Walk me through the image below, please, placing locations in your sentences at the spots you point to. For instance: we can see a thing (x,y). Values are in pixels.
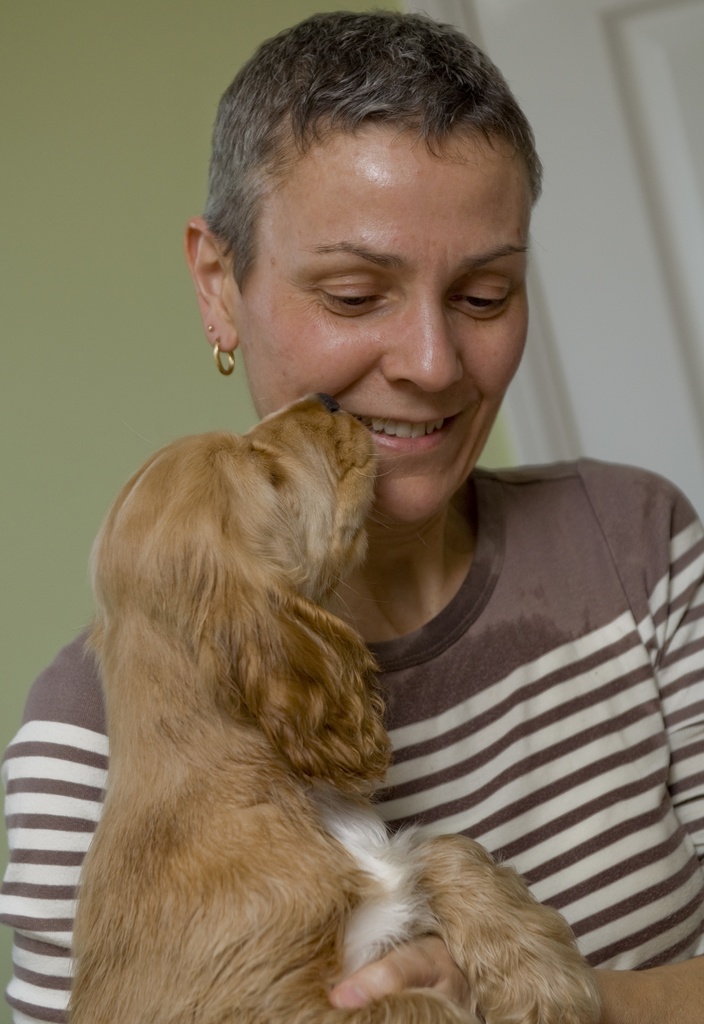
This picture shows a woman (386,551) holding a dog (355,758) in her hands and the dog (140,807) is brown and white in color and we see wall (164,282) on the back (15,391) it is green in color and a door (565,54).
